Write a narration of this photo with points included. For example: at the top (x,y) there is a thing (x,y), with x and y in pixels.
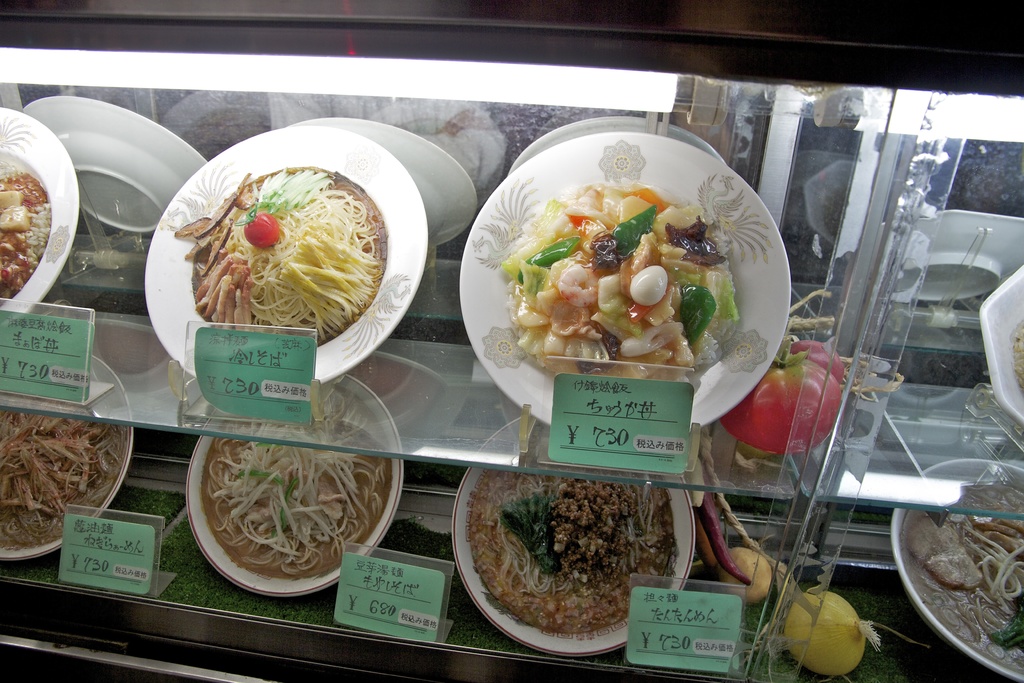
In this picture we can see plates (35,292) with food items (19,253) on it and price boards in racks (413,485).
